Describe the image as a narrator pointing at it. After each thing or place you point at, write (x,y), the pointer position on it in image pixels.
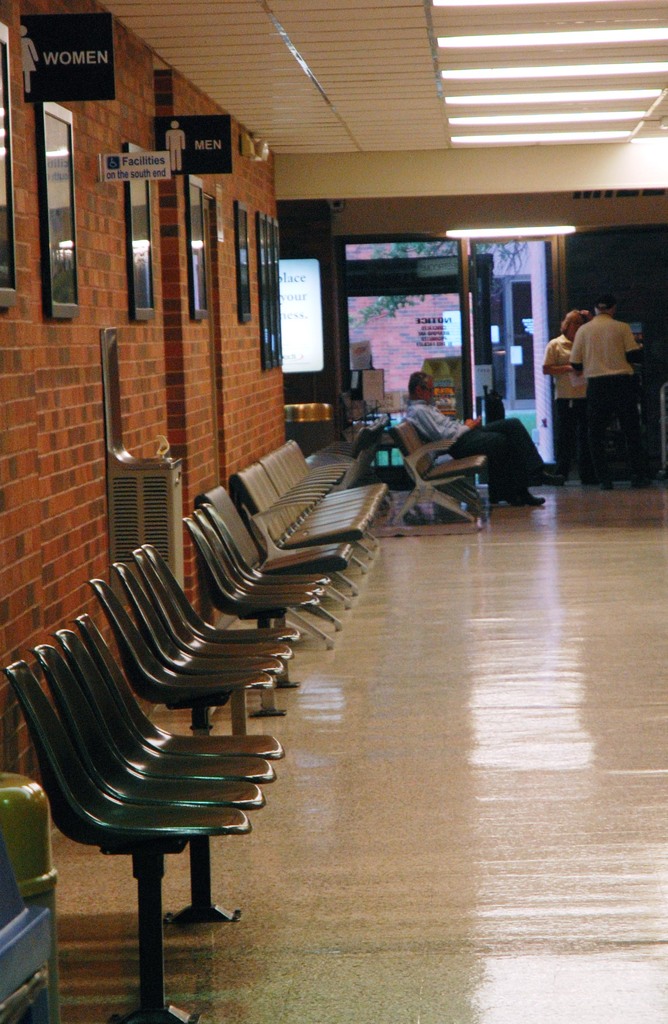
In this picture there is a man (499,464) who is wearing shirt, trouser (493,475) and shoe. He is sitting on the chair (448,483), besides him there are two persons (582,369) were standing near to the door (497,343) and table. In the bottom left corner (2,799) I can see the dustbin (39,815) near to the black chairs (127,716). On the left (70,215) I can see the frames (274,270) & sign boards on the brick wall (131,369). In the background (378,254) I can see the door (468,292), window (409,322) and tree (430,254). In the top right corner (500,95) I can see the tube lights (501,104) on the roof (379,65).
